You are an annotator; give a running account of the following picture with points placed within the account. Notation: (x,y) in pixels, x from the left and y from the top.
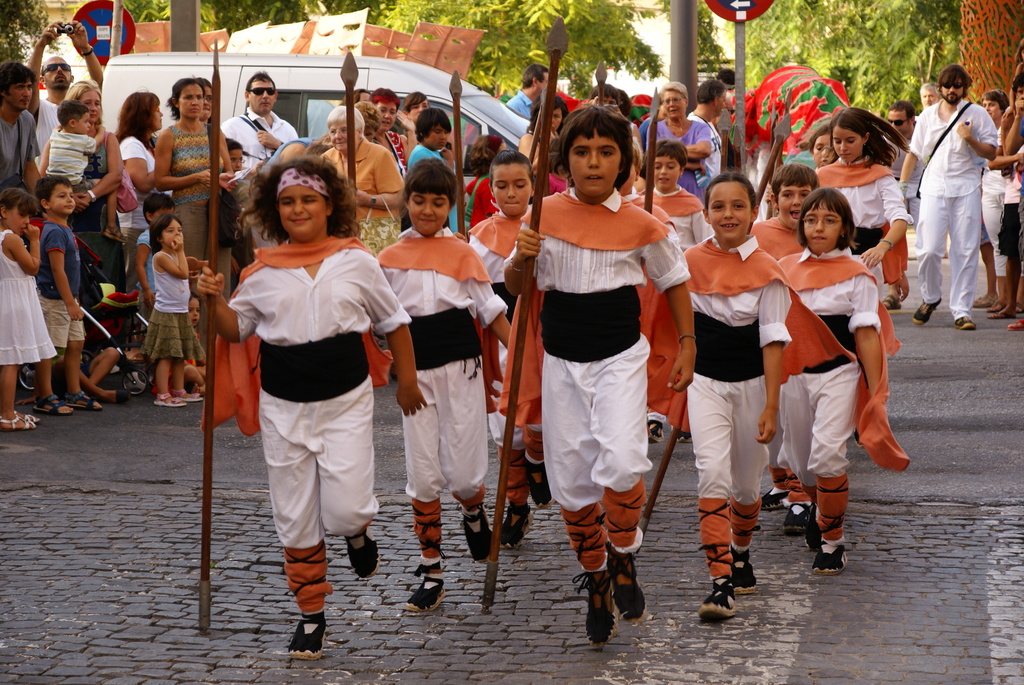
Here I can see few children (603,260) wearing costumes (520,431), holding spears (539,177) in the hands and walking on the ground (680,663). The two children (582,331) who are in the front (586,319), they are running. In the background (383,105) many people (148,176) and children (78,172) are standing and looking at these children (486,324). In the background (384,77), I can see a vehicle (361,80), trees (956,35) and poles (678,35).
